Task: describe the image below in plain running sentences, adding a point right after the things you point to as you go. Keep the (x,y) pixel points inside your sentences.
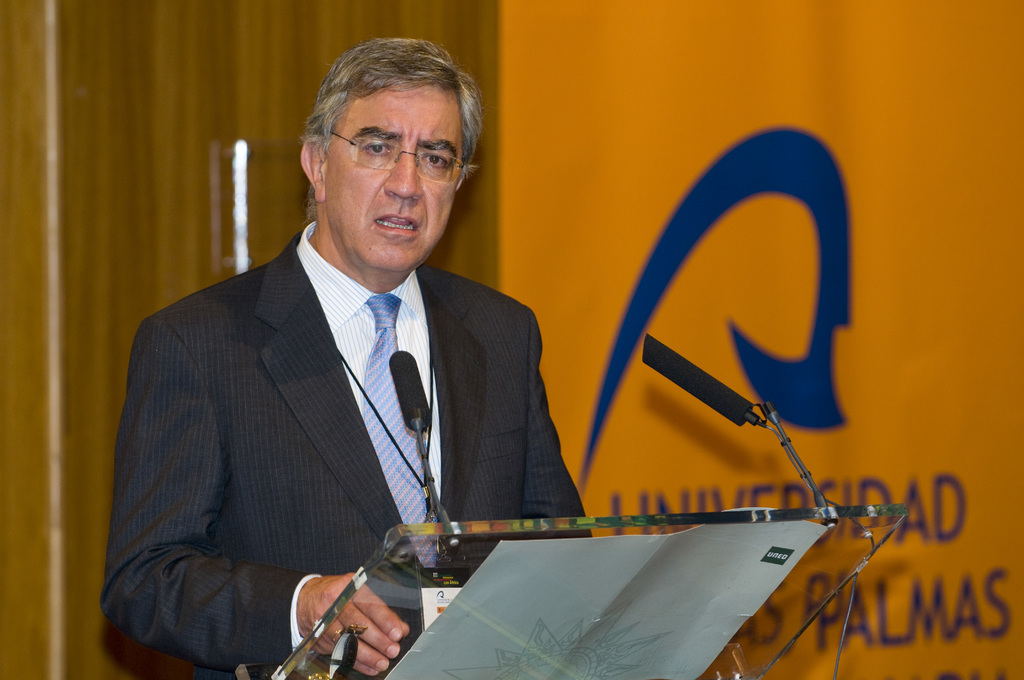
In the picture we can see a man (205,569) standing near the glass desk (682,569) and talking in the microphone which is to the glass desk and the man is in a black blazer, tie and shirt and in the background (995,98), we can see a part of the wall (87,175) and some part of the wall (678,440) is with a banner (669,305).
